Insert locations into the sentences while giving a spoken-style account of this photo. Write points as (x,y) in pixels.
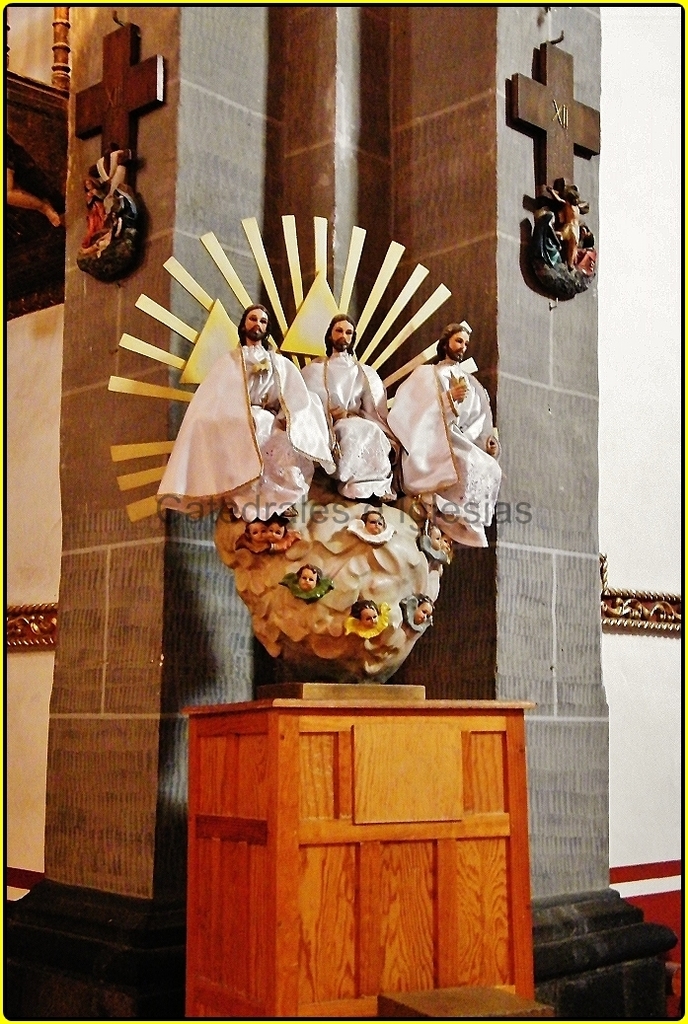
In this image I can see few sculptures (323,395) in white colour dress (328,426). Here I can see a brown colour thing (310,733).
